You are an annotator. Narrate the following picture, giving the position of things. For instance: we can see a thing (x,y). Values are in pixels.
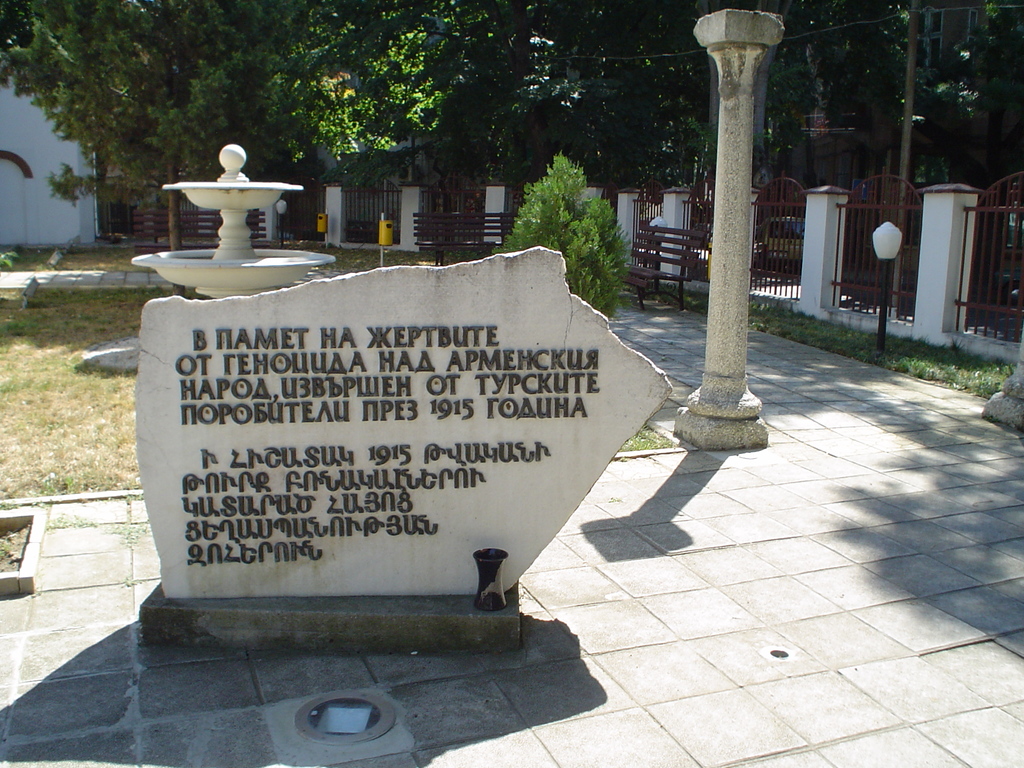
In this image there is a piece of marble (370,375), where there are numbers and letters (258,330) on it, and in the background (574,100) there is grass (143,252), plants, trees (348,147), iron grills (426,204), benches (146,225), sculpture (148,265) water fountain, buildings (62,160).
